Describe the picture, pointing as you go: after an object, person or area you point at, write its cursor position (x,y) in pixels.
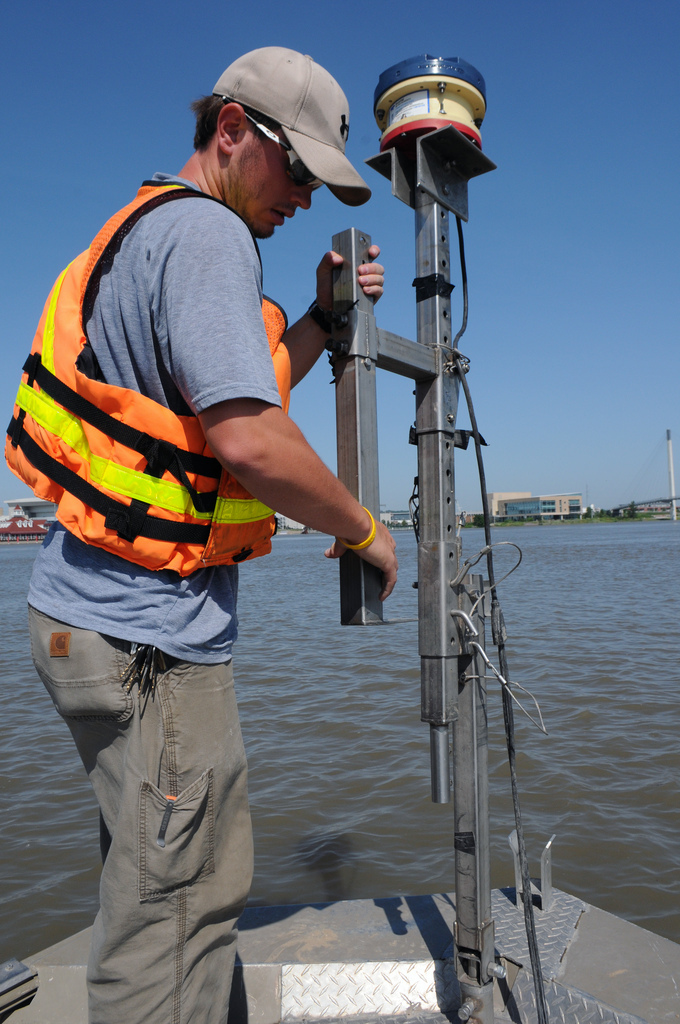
In this image we can see a man (192,663) standing on the boat (419,926). In the background (423,846) there is water (566,725) and we can see buildings (46,535). At the top (129,70) there is sky (57,77).
